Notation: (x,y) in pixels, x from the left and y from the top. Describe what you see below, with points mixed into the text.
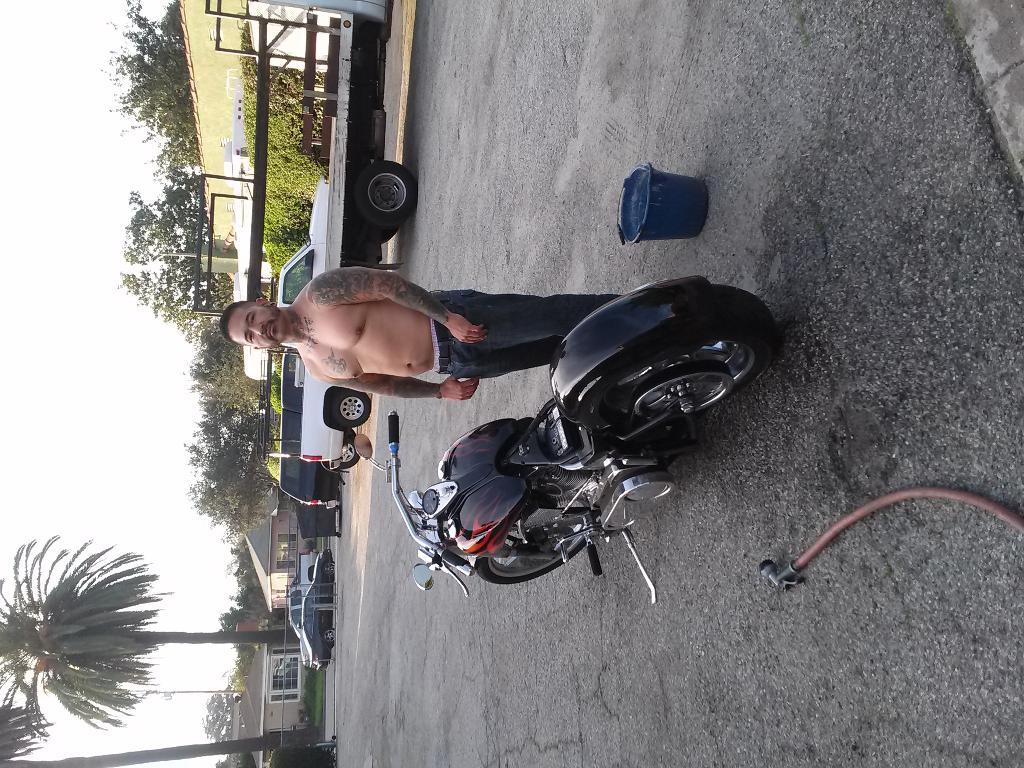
In this picture we can see a man (384,300), bucket (665,176), pipe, bike (703,398) on the road (575,197) and in the background (287,511) we can see vehicles (290,600), houses (251,709) with windows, trees (261,495), sky (84,413).
